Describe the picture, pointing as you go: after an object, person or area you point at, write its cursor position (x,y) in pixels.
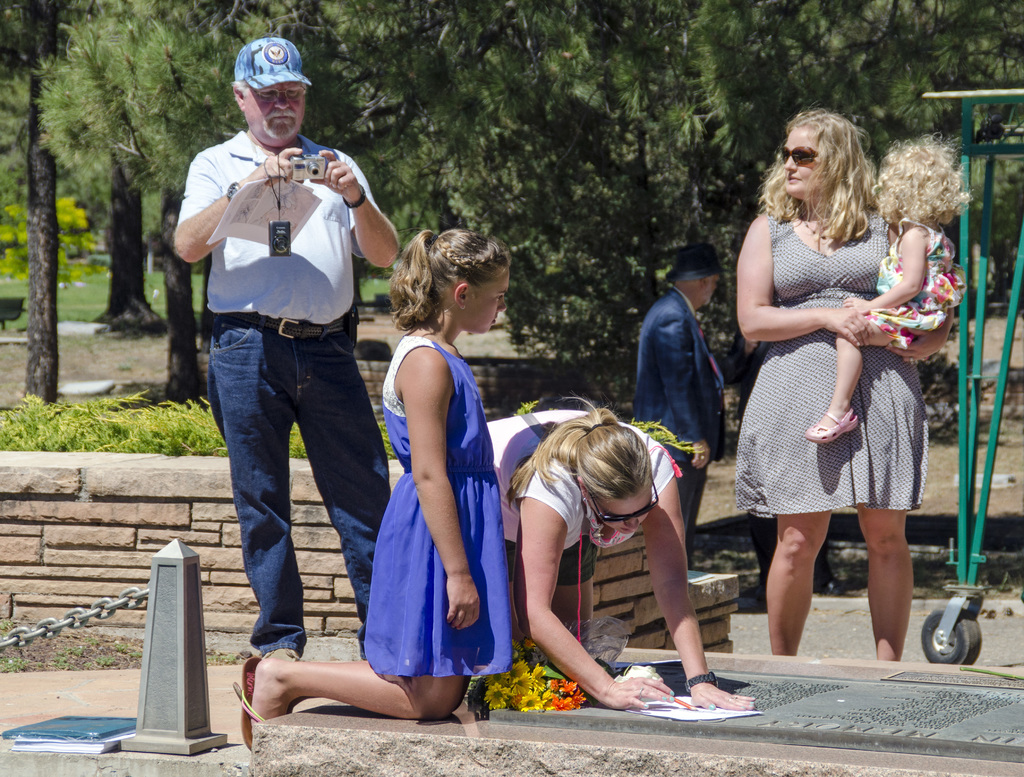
In the picture we can see some people (800,496), a woman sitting on her knees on the grave (852,758) and writing something on the paper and we can see some flowers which are yellow in color and beside her we can see a girl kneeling down and behind her we can see a man (195,249) standing and capturing with camera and besides him we can see a woman (868,224) standing and holding a child (882,211) and behind them we can see a person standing and in the background (111,154) we can see trees (890,54).
